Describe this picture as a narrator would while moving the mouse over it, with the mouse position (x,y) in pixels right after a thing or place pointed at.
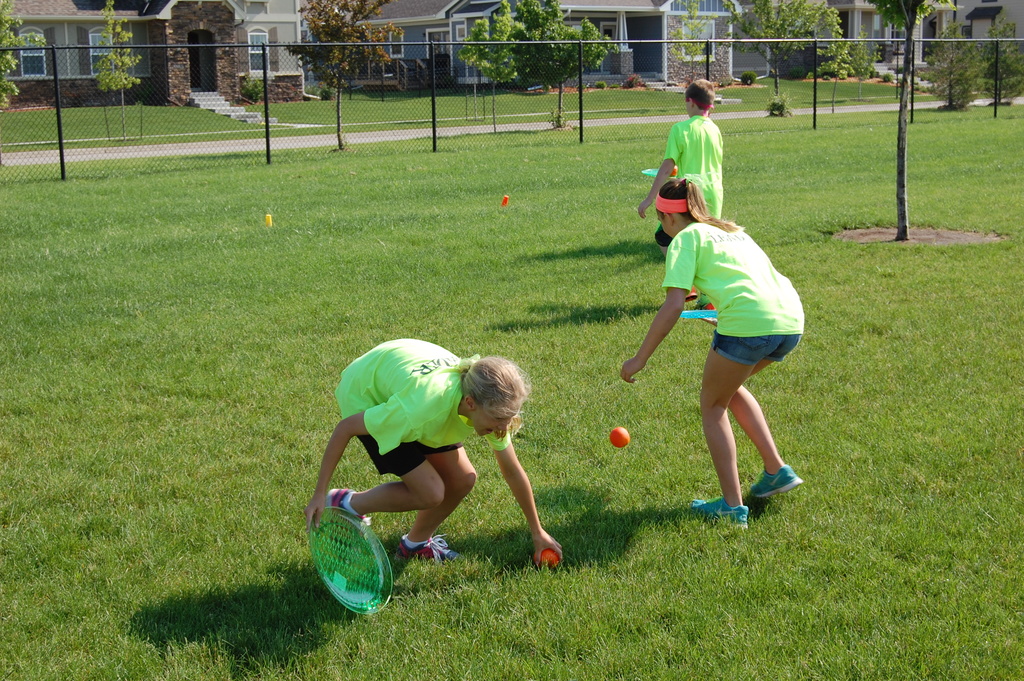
In this image there is a girl (338,438) who is collecting the ball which is on the ground (533,562). On the right side (709,273) there is another girl (706,285) who is trying to catch the ball (622,440). In the background (520,110) there is fence (576,98). Behind the fence (116,49) there are buildings (391,17) and trees (588,35) in front of them. The girl (483,401) in the middle (416,450) is holding the plate (322,566). On the ground (306,559) there is grass (115,470).
